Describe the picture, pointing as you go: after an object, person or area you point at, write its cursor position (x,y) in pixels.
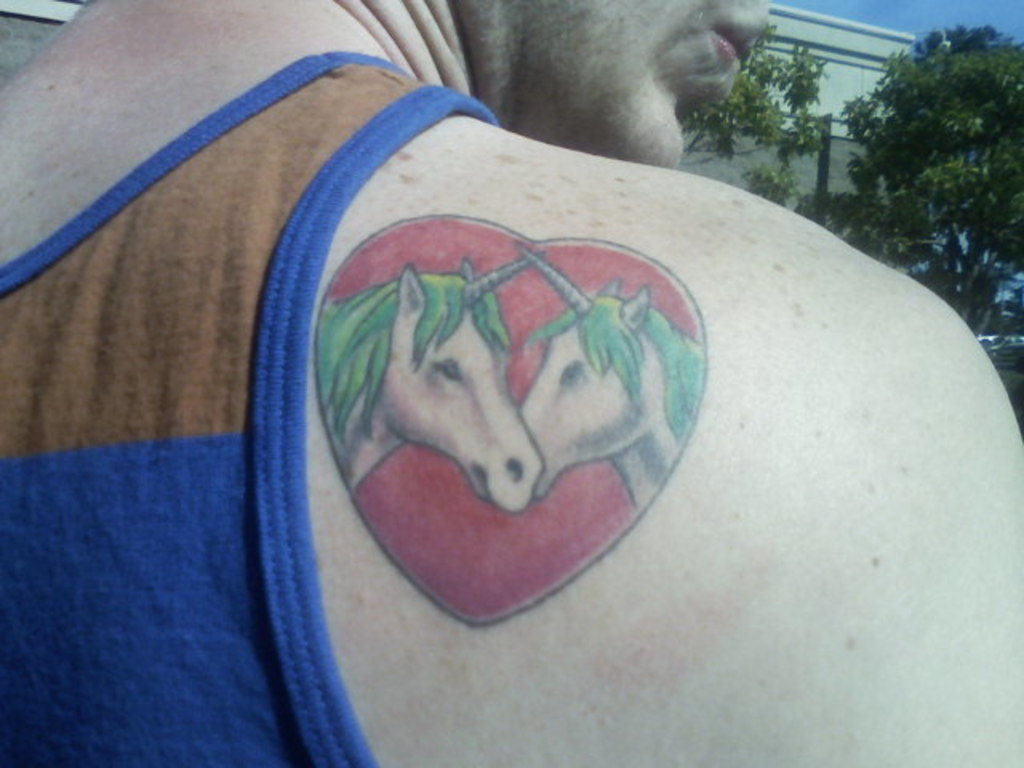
In the middle of this image (579,379), there is a tattoo (594,382) which is having two horses (487,388) and a symbol (555,539). This tattoo (600,516) is on the shoulder (662,275) of a man (421,157) who is having a blue color t-shirt (151,584). In the background (1001,79), there are trees (916,81), a building (852,38) and there is blue sky (933,20).
